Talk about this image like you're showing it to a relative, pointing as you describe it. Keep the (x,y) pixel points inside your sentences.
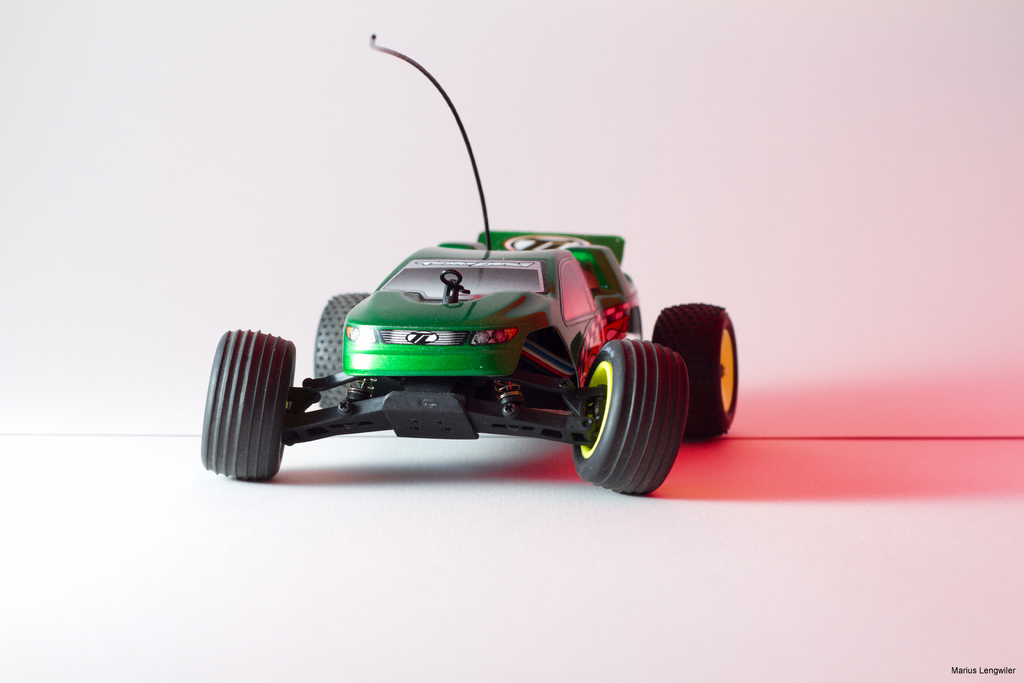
This is a picture of a toy (396,357). This toy (450,370) is a remote control truck (415,370). It has Tyre (266,368), Wheel (586,382), Headlight (501,343) and Antenna (485,194). It is in green color the tyres (320,326) are in black and there is a background of white wall (336,103).
